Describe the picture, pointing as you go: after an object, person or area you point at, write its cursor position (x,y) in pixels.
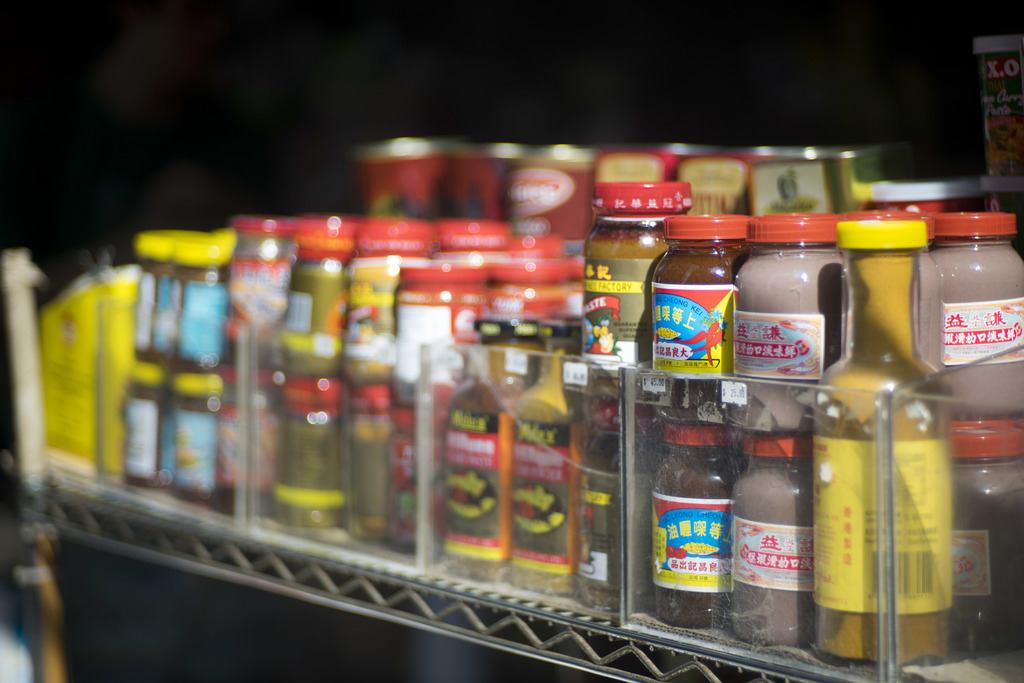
In this picture we can see a rack (515,617), where we can see all the bottles (825,351) arranged in a sequence manner.
